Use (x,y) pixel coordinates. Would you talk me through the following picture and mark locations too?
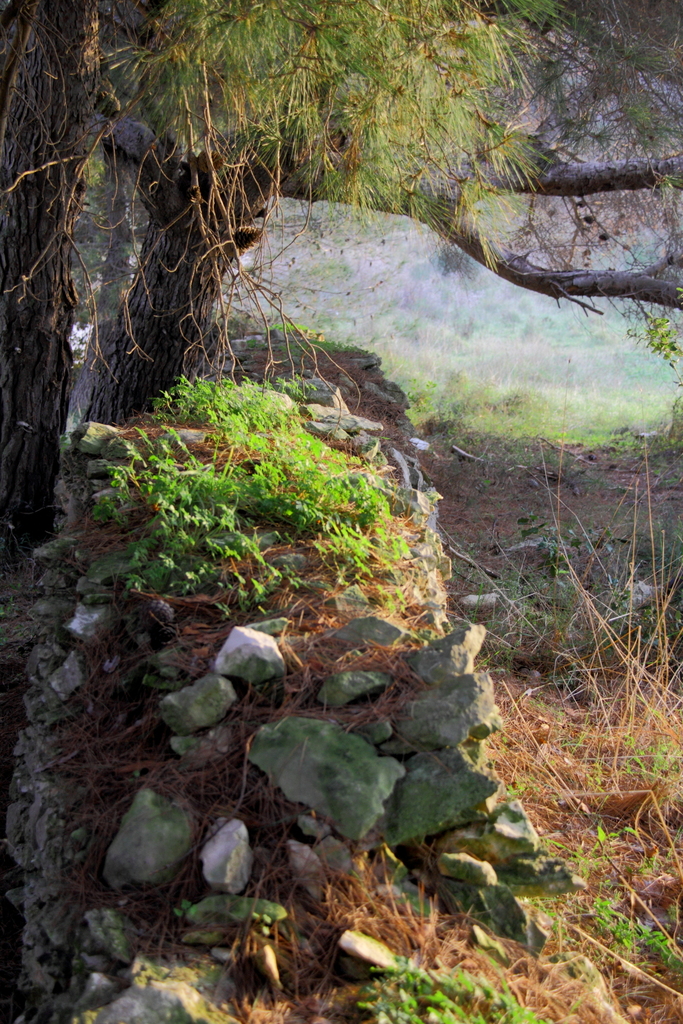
In this image I can see an open grass ground (448,469) and on it I can see number of stones (152,1013). I can also see few trees (337,164) on the left side (23,319).
